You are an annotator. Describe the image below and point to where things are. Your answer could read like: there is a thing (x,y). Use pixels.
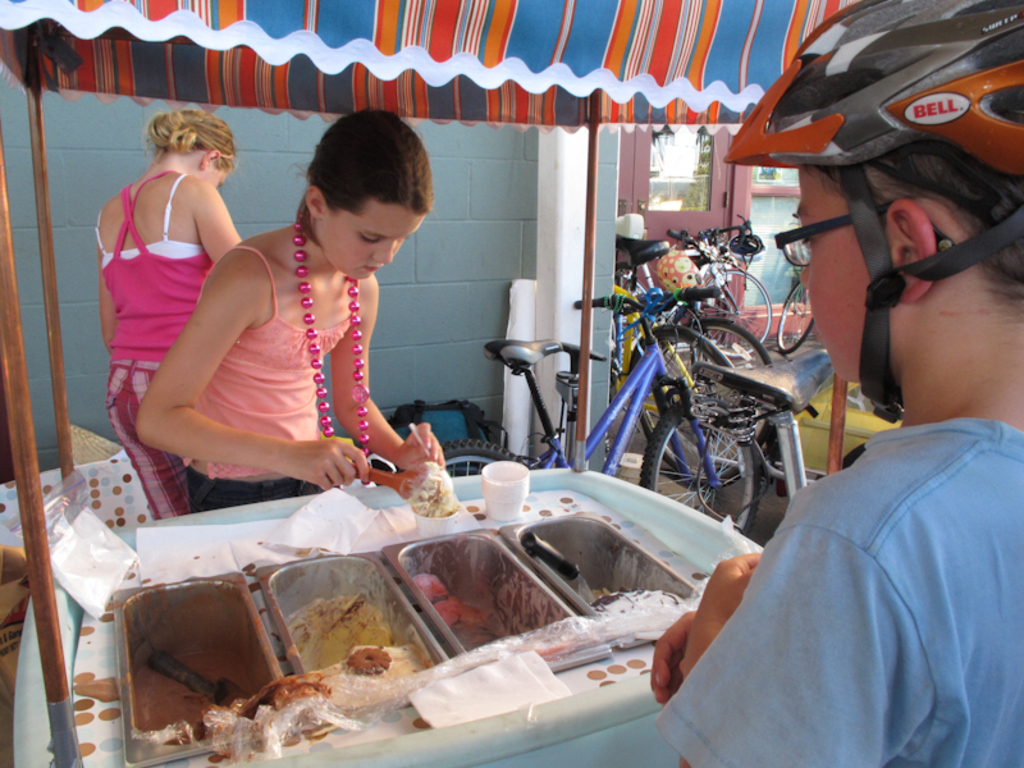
In this image I can see three people (352,316) with different color dresses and one person (877,186) with the helmet (907,170). In-front of these people (910,215) I can see the utensils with ice-creams (355,624) under the tent (253,82). To the right (743,311) I can see the bicycles (621,378), door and the wall (463,193).
